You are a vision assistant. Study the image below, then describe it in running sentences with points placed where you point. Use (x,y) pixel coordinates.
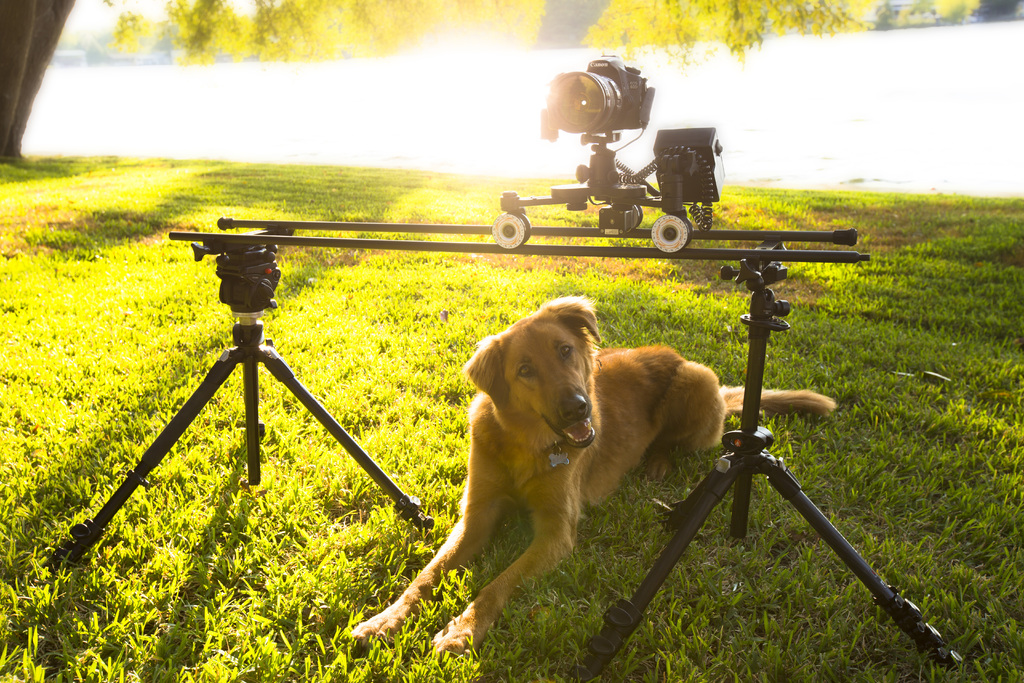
In this image there is a dog (514,452) sitting on the grassland (311,541). There are two stands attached to the metal rods (556,248). There is a camera (597,107) on the machine (594,178) which is on the metal rods (618,251). There is a lake (432,110). Top of the image (378,18) there are branches (745,18) having leaves (326,39). Left top there is a tree trunk (60,31).
